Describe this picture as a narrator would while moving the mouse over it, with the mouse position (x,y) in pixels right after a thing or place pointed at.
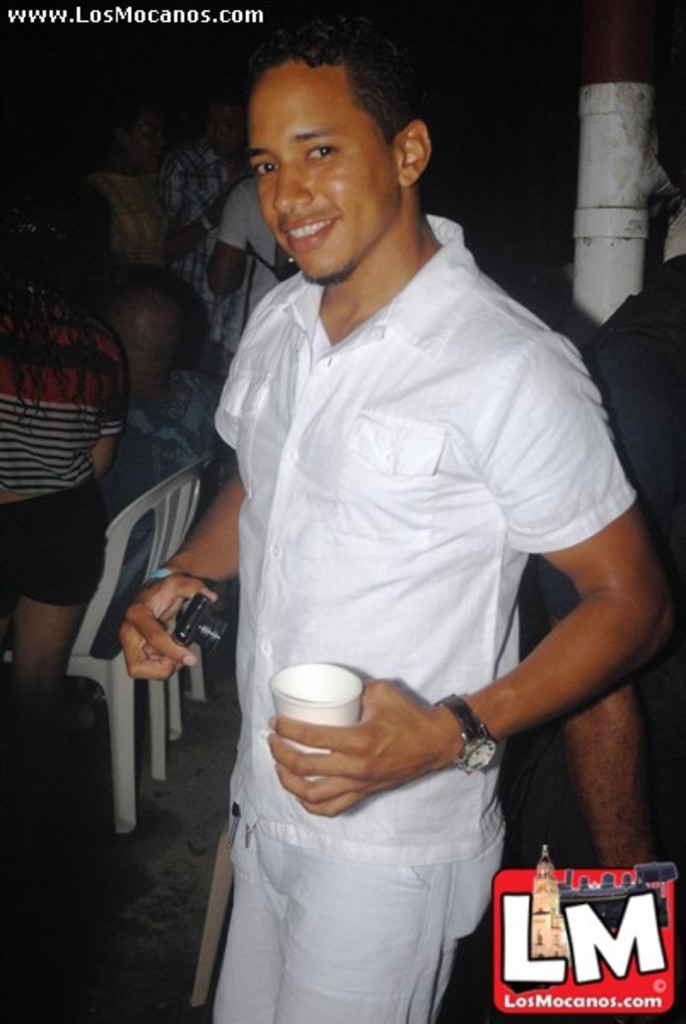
In this image, there are a few people (457,658). Among them, some people (321,531) are standing and some people (173,426) are sitting in chairs (158,531). We can see the ground (166,909) and a pole (633,2). We can see a watermark (652,998) on the bottom right corner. We can also see some text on the top left corner (26,13).
